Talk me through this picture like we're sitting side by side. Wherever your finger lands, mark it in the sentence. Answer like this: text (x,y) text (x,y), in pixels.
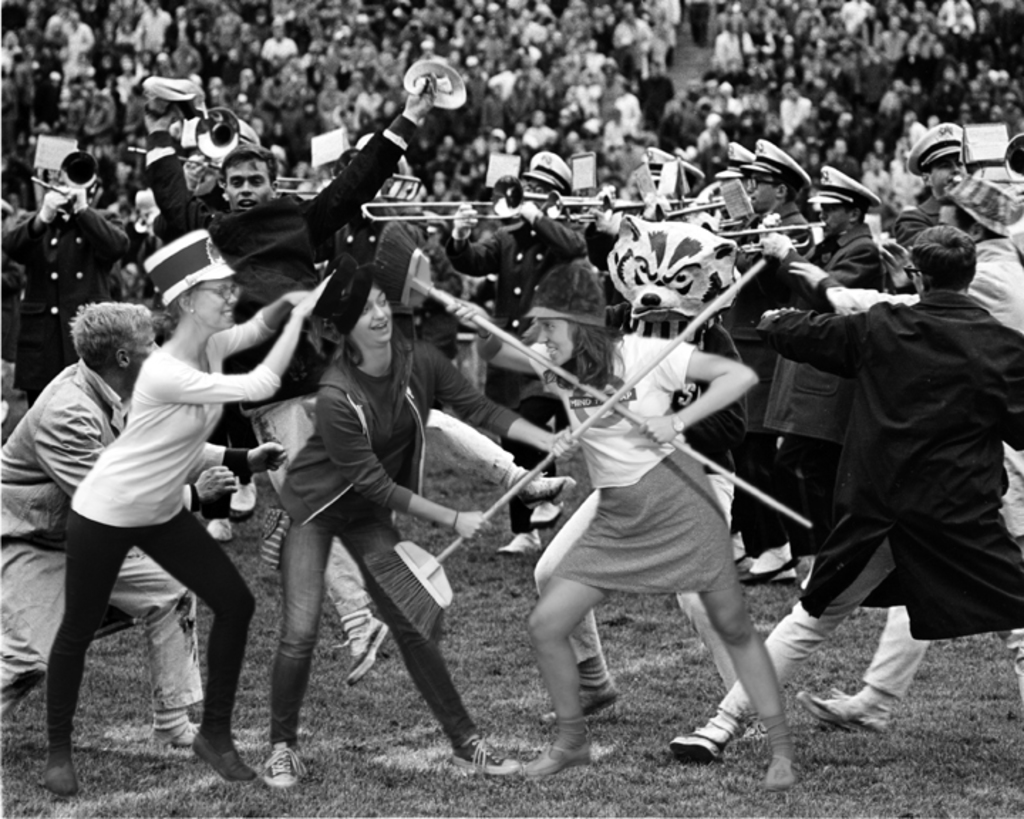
This is a black and white image. In the center of the image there are people (71,286) playing musical instruments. In the background of the image (475,97) there are many people (556,20). In the foreground of the image (194,284) there are three ladies (383,326). At the bottom of the image (439,780) there is grass (327,812).
